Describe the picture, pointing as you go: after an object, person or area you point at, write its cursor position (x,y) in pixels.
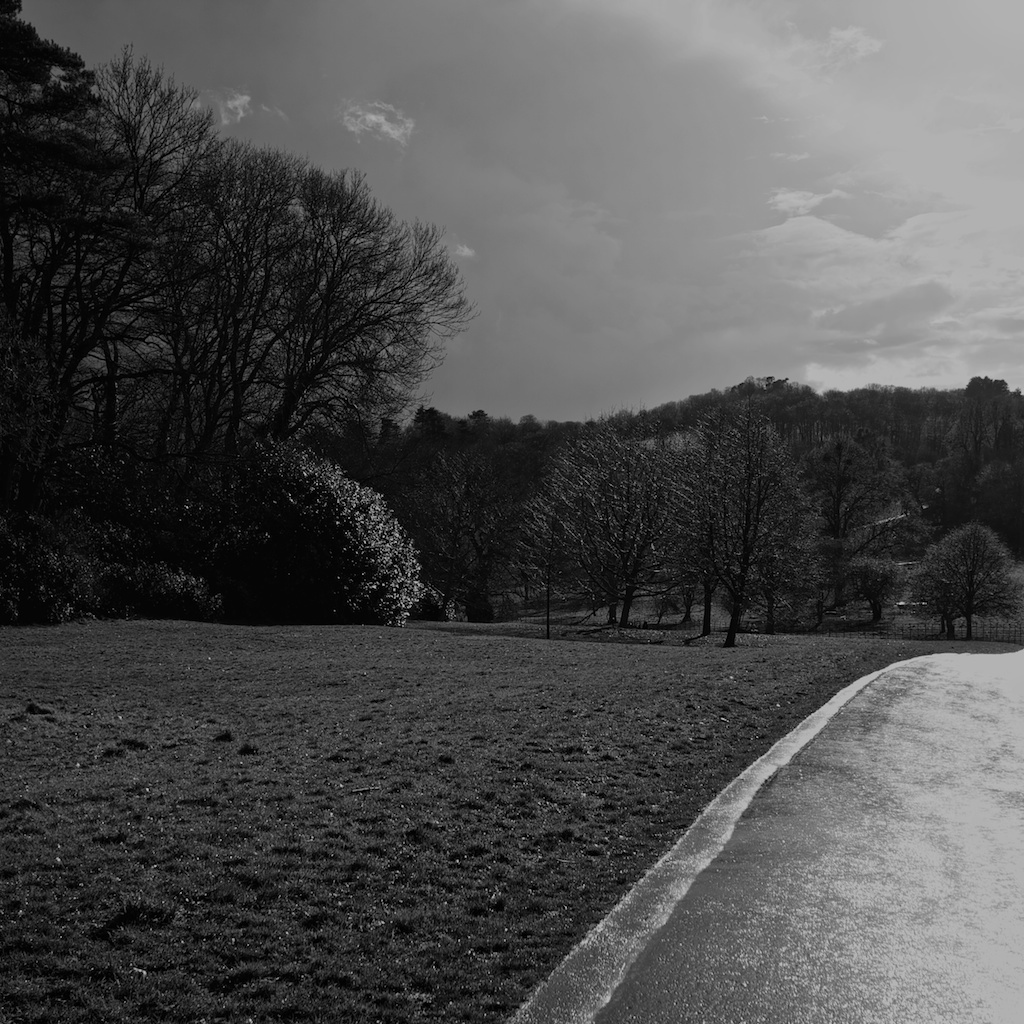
This is a black and white image. There are a few trees (335,465), plants (372,587). We can see the ground (467,712). We can also see some grass (584,735) and the sky (674,42) with clouds (605,260).
